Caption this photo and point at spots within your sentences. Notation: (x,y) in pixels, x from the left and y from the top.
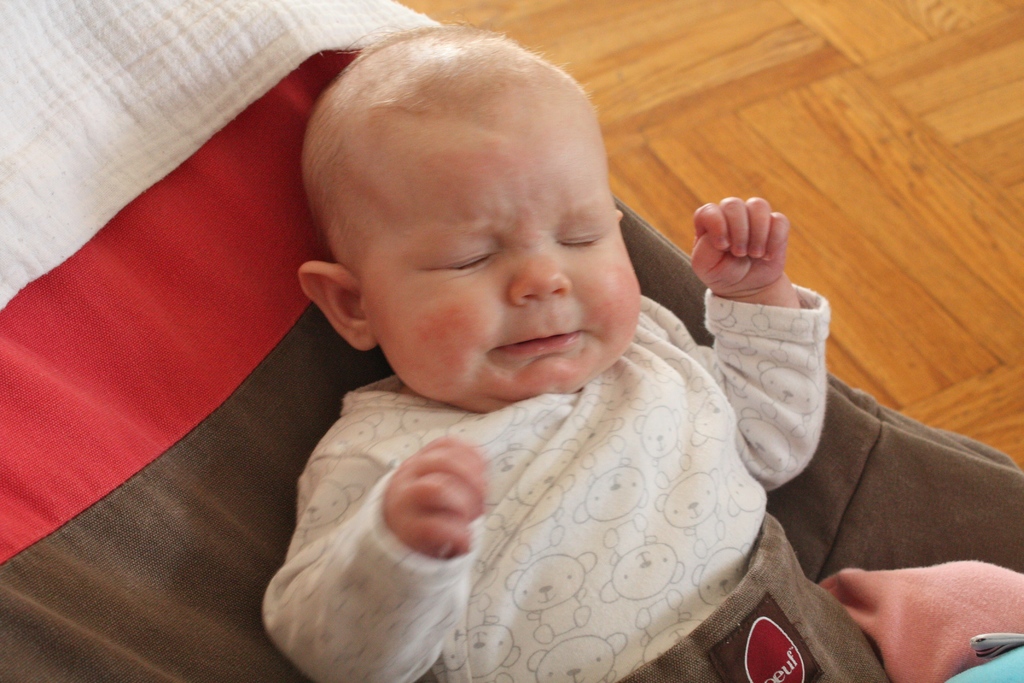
In this picture there is a baby (423,239) lying and crying. At the top right (841,28) there is a floor (847,288).
